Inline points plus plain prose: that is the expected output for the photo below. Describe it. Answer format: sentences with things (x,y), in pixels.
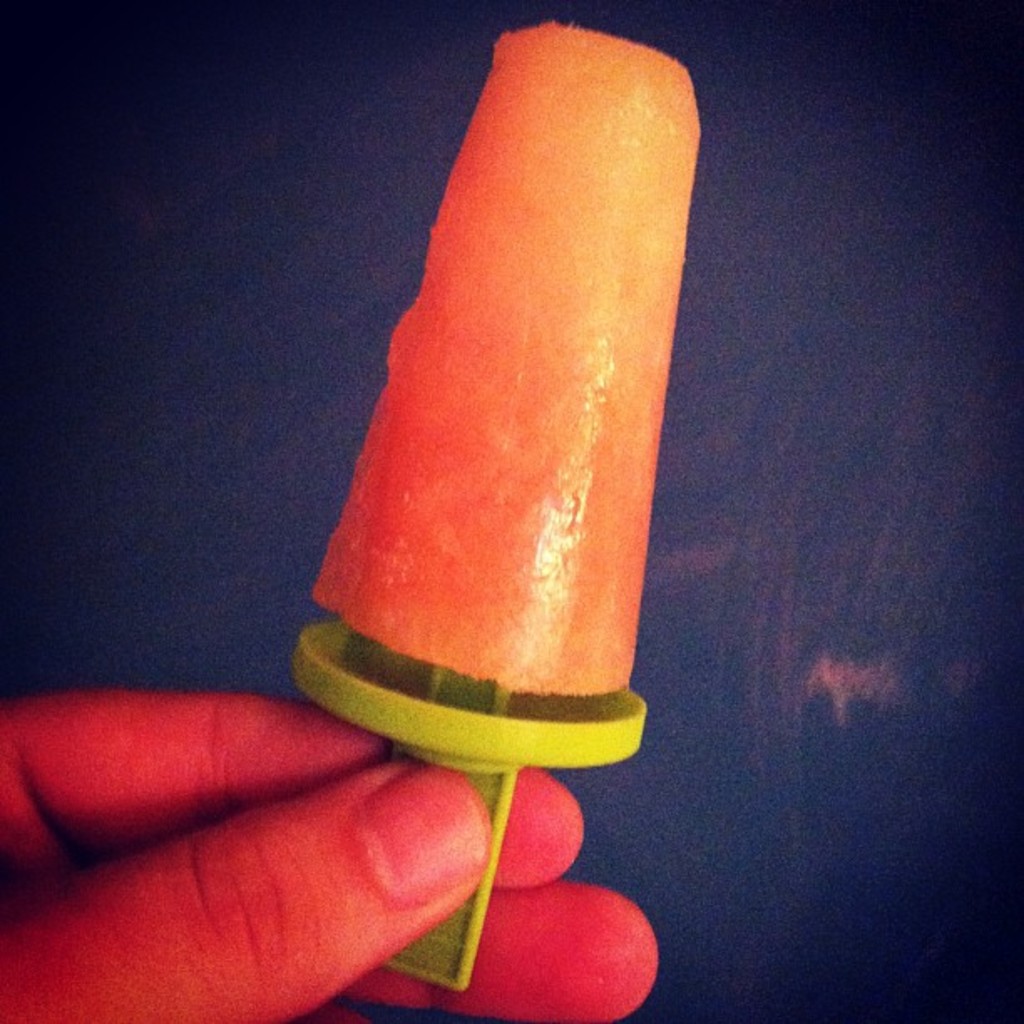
In this image there is a person's hand (293,890) truncated towards the bottom of the image (301,754), there is an object (510,703) in the person's hand (452,831), the background of the image (807,324) is dark.
